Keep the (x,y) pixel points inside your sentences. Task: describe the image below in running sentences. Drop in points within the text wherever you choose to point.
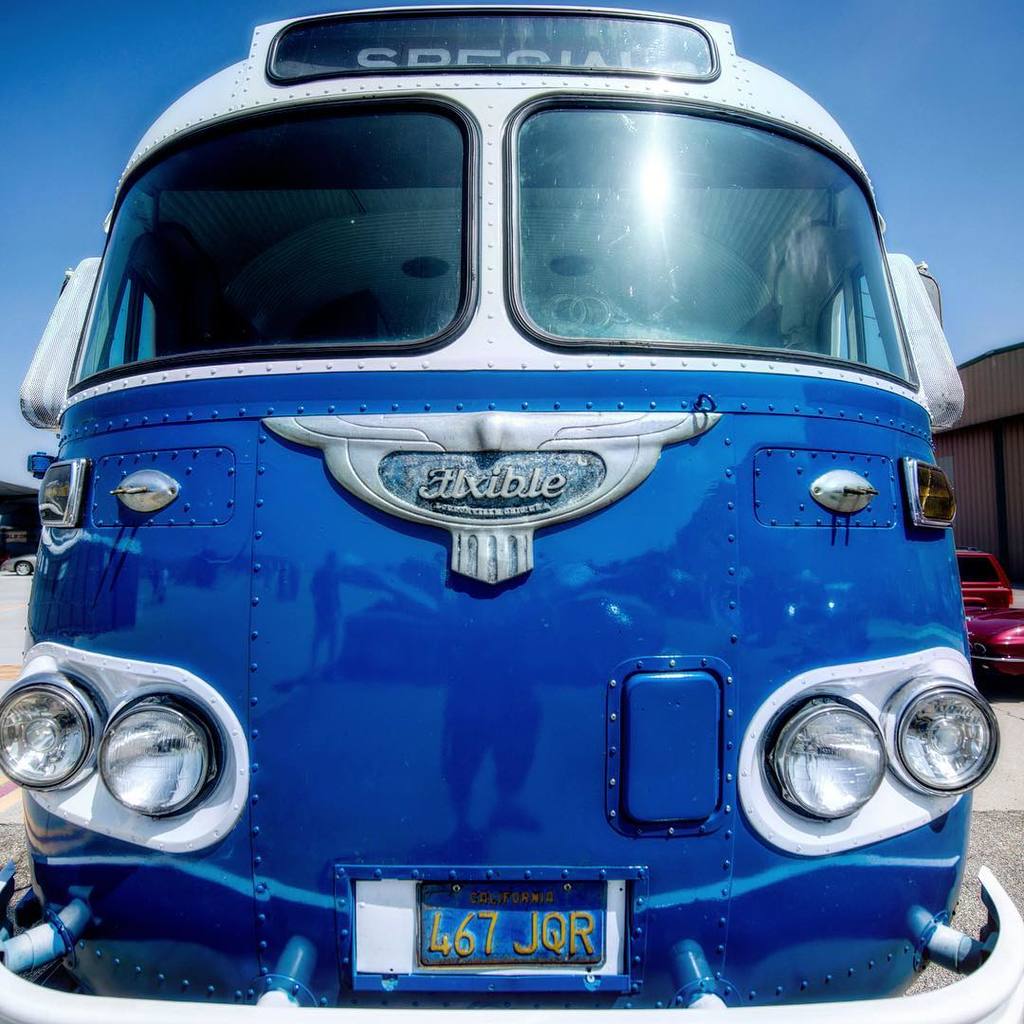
There is a vehicle (461,296) with number plate (522,896), lights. In the background (940,121) there is sky (939,95).
